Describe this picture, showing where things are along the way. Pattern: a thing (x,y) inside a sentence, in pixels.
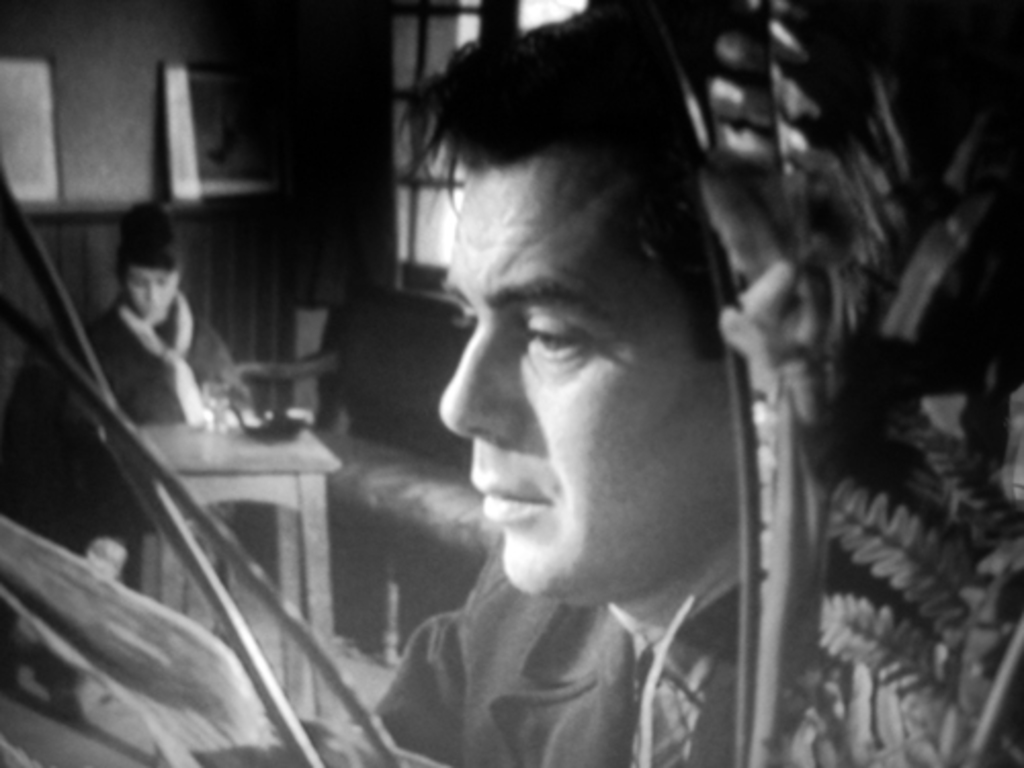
In this picture there is a man (541,637) who is wearing black shirt (621,663), beside him we can see the cables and plant (907,672). In the back (125,316) there is a woman (201,372) who is sitting on the chair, beside her there is a couch (433,413) and table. At the top (498,25) there is a window (461,43). In the top left corner (29,77) we can see the photo frames (187,126) near to the wall (140,118).
